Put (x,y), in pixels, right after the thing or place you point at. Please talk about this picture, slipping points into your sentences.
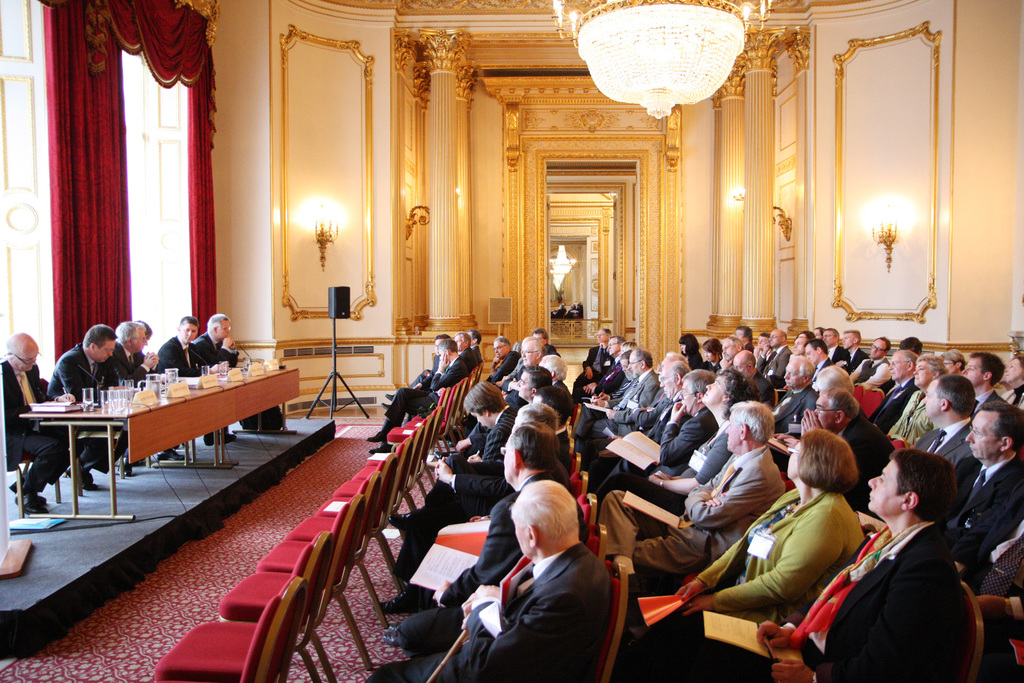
In this image we can see many people (610,499) sitting on the chairs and holding some objects (665,504) in their hands (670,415). There are few people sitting near a table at the left side of the image (199,358). There are few lamps (887,242) on the walls (223,299). We can see the reflection (578,305) of few people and lights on the mirror (560,309). There is a loudspeaker (337,298) in the image. There are many chairs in the image. There are few objects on the ground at the left side of the image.
